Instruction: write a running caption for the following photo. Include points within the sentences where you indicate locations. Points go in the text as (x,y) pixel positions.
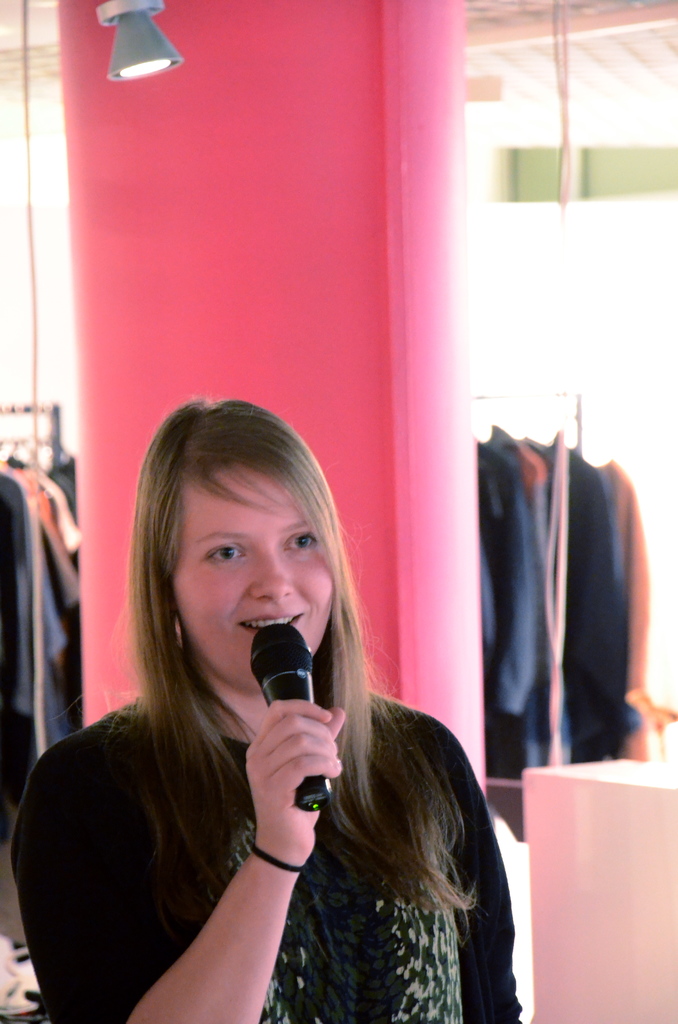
Here is a girl (203,744) in black tee shirt (308,888) who is holding a mike (295,695) and behind her there is a pink color pillar (406,277) and a lamp (117,11).
